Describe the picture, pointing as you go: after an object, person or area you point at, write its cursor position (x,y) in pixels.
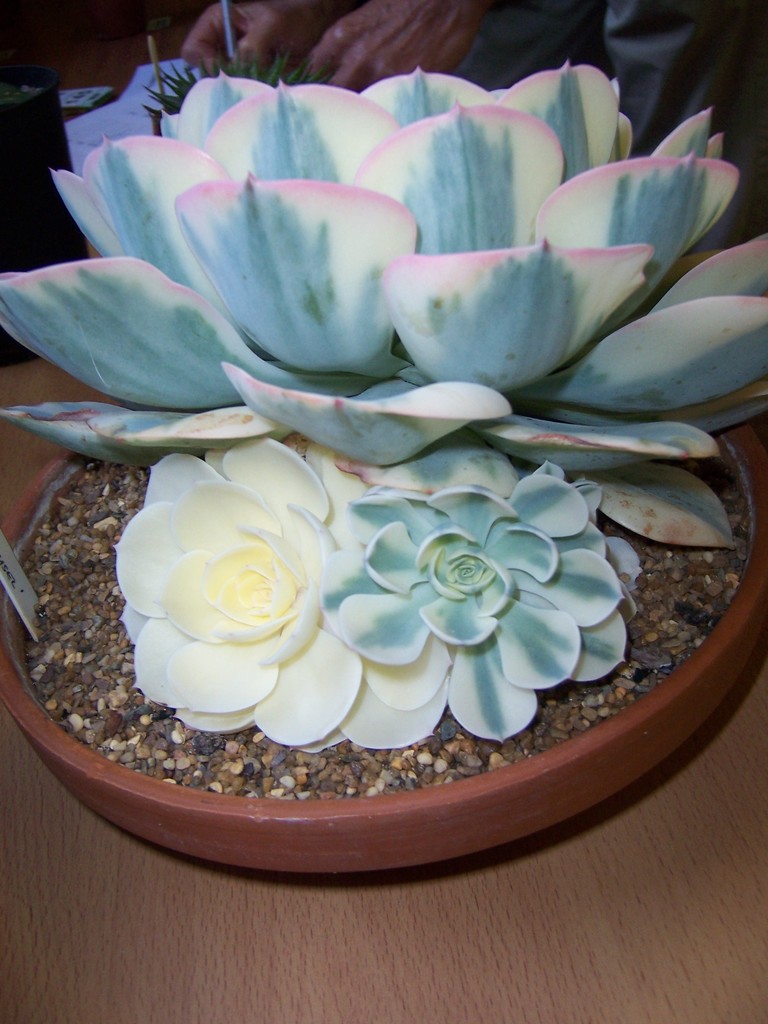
In the middle of the picture (334,614) we can see flowers (222,647), soil (99,690) in a flower pot (547,755). At the bottom (347,956) it is table (551,921). At the top (329,38) we can see a person (283,31), plant (170,98), paper (75,124) and a black color object (33,129).
